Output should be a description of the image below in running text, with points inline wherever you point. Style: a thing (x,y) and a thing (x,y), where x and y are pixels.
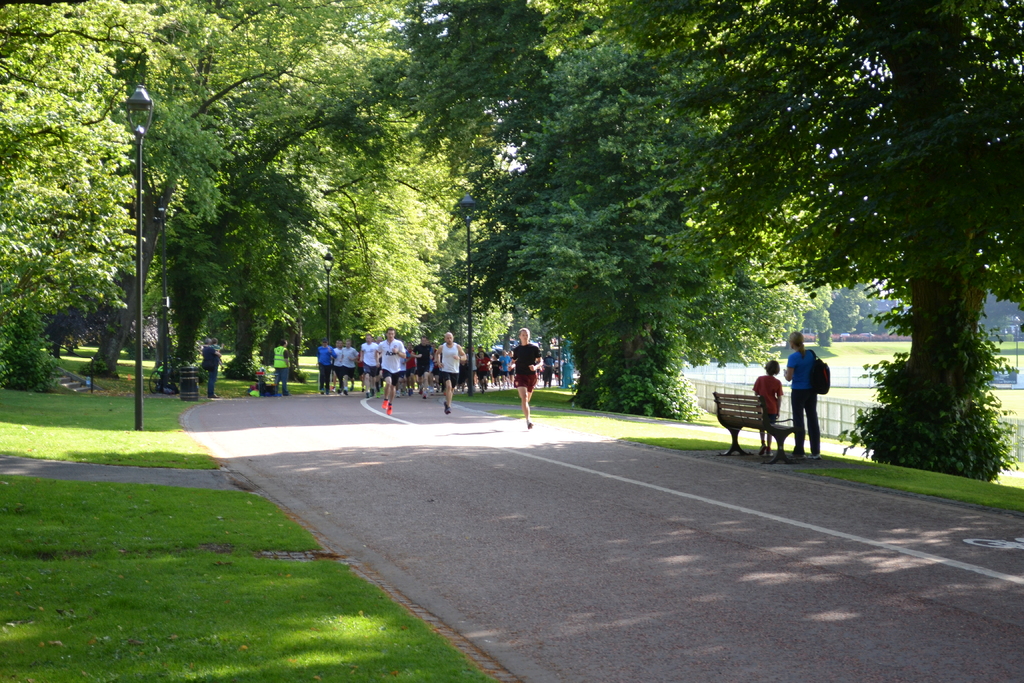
In the foreground of the picture (252,475) there is road (451,519) and grass (208,555). In the background (481,143) there are trees (554,126). In the center of the picture (509,357) there are people (412,375) running on the road (429,438). On the right (793,379) there is a woman (800,365) and a kid (768,396) near the bench (737,420). On the left (141,411) there are people (216,373), dustbin (187,383), staircase (85,378), street light (137,385) and other objects (178,384). On the right (873,341) towards background (866,350) there is fencing (855,372) and grass (1011,406).
